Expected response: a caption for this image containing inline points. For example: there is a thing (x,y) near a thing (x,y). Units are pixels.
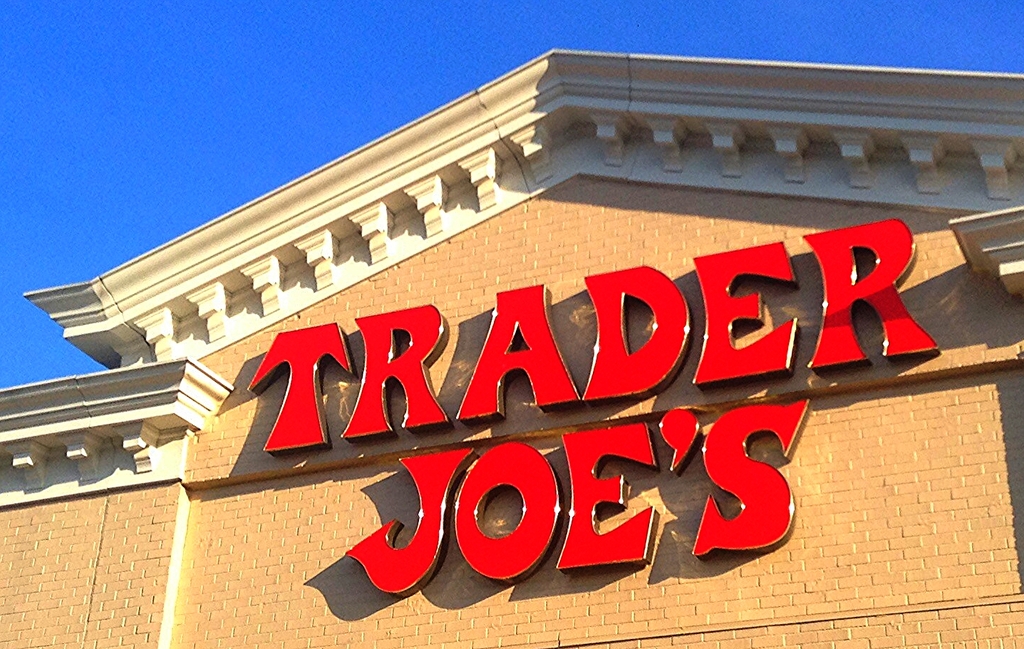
In this image I can see a huge building (249,491) which is brown and cream in color. I can see few red colored boards (379,363) to the building (343,405). In the background (116,152) I can see the sky (225,69).
